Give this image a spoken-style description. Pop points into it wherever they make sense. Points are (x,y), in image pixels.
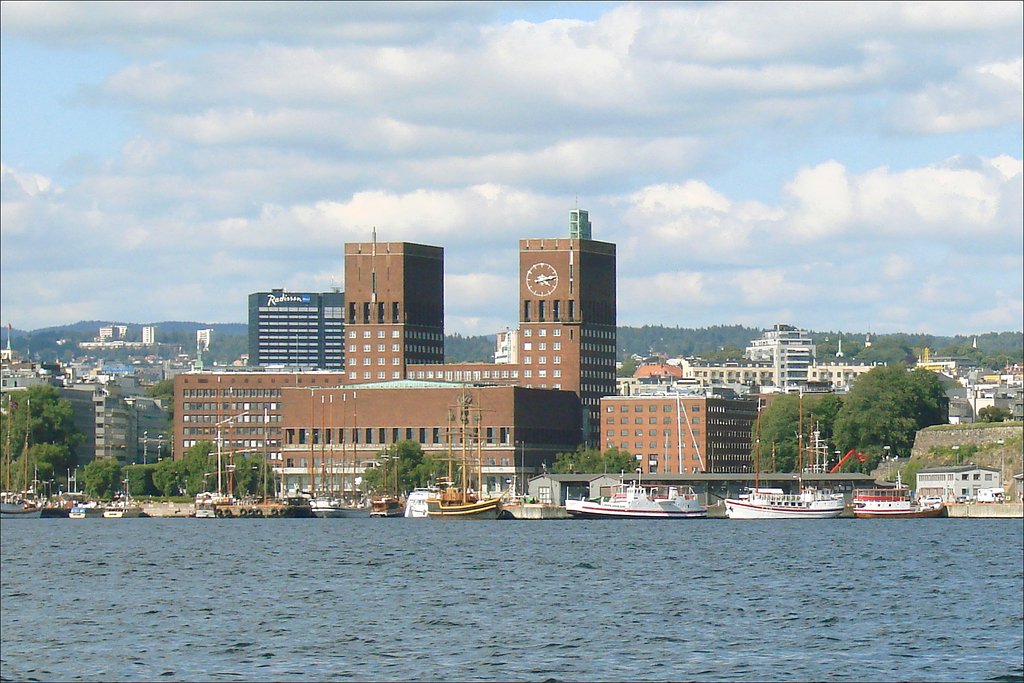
In the background of the image (342,356) there are buildings (540,445), trees (902,403), poles (331,430). At the top of the image (259,139) there is sky (299,191) and clouds (378,212). At the bottom of the image (307,557) there is water (317,571). There are boats (869,511).
